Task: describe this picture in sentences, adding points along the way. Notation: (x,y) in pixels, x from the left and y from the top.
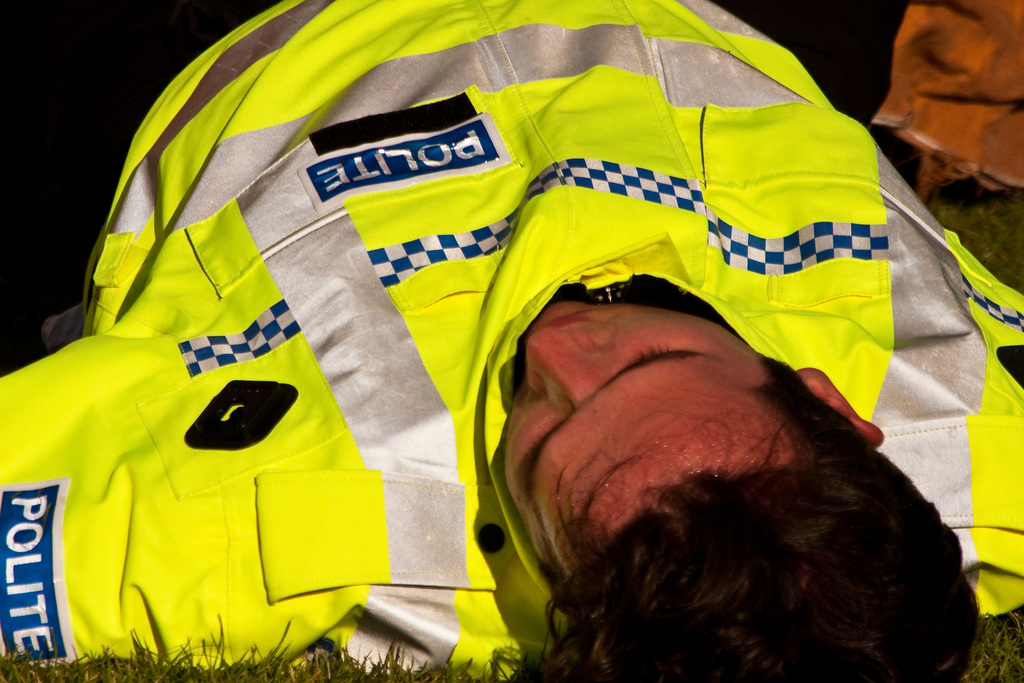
This image is taken outdoors. At the bottom of the image (106,680) there is a ground (306,671) with grass (318,671) on it. In the middle of the image (476,385) a man (232,313) is sleeping on the ground (998,627).
